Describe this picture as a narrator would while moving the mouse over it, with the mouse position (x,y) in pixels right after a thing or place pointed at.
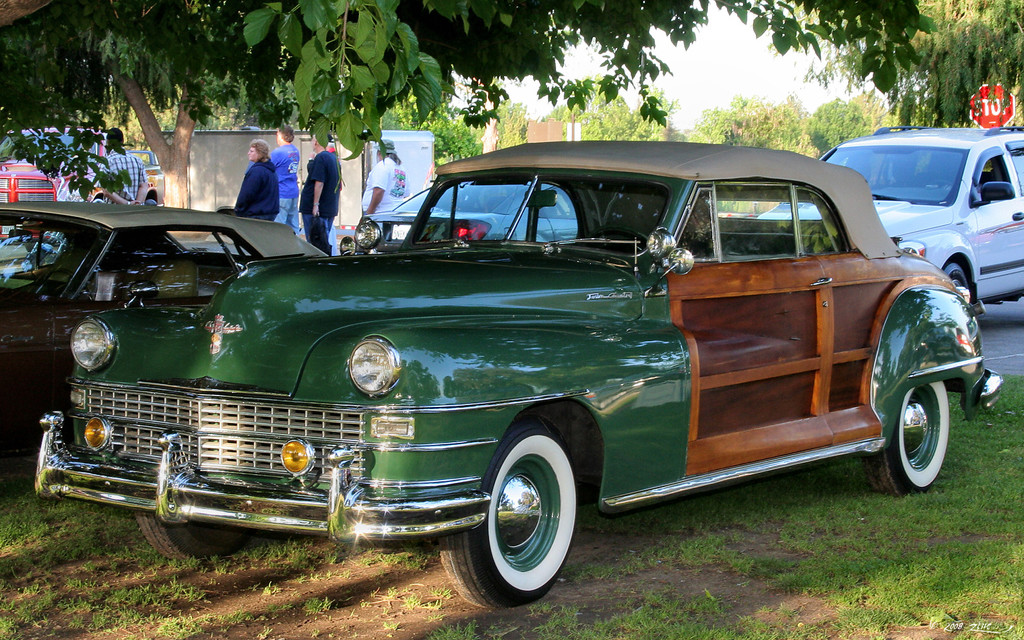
In this image in the center (552,286) there are cars (574,259) on the grass (905,562) and there's grass (915,569) on the ground (950,541). In the background (582,134) there are trees (551,115), there are persons (332,160) standing and there is a board (983,113) with some text (1006,105) written on it which is red in colour and the sky (735,61) is cloudy.
